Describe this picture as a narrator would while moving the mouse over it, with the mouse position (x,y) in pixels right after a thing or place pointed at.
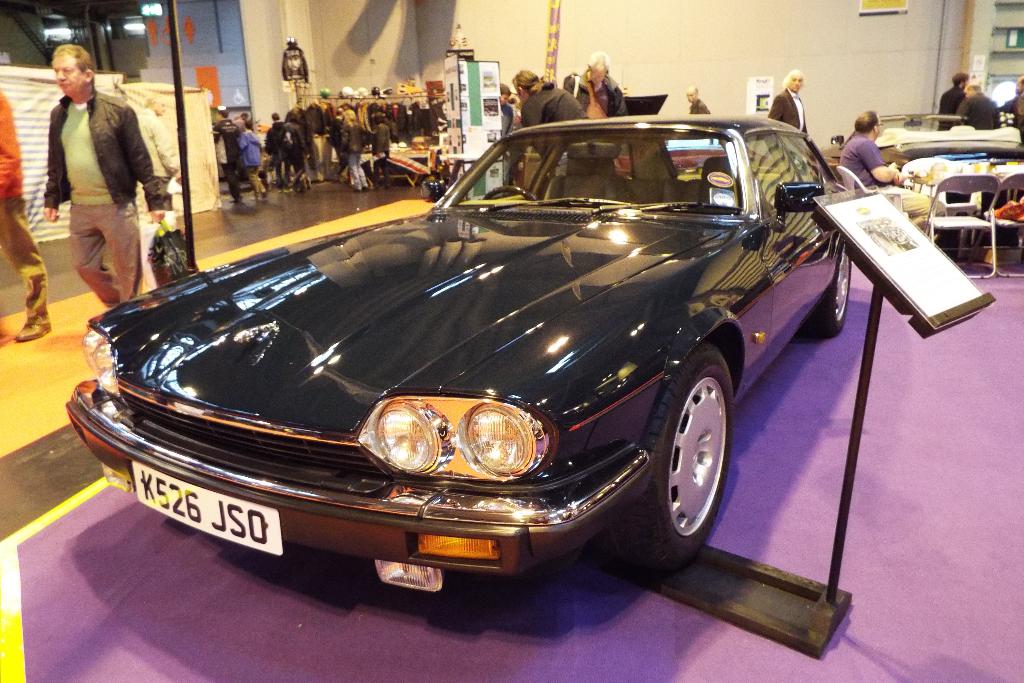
In this image I can see the vehicle (331,368) in black color. Background (594,93) I can see few persons (557,98), some are standing and some are sitting. In front (928,259) I can see the board (947,264) attached to the pole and I can also see few lights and the wall (704,46) is in cream color.
